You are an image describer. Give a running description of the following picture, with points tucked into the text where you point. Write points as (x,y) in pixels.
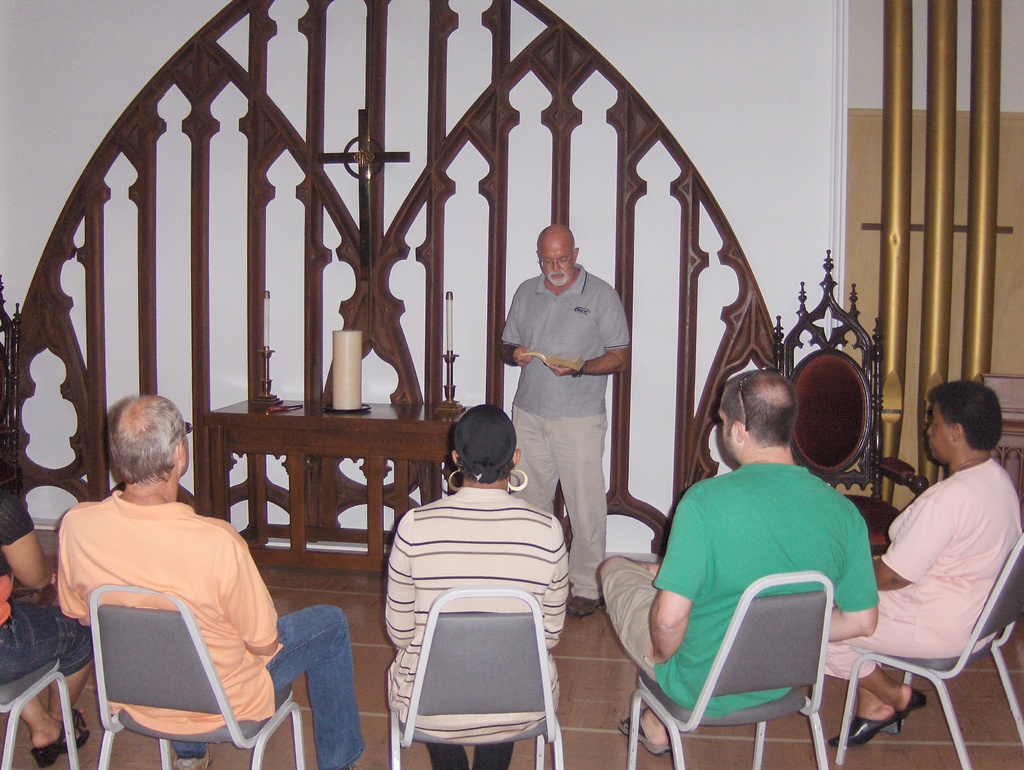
As we can see in the image there is a white color wall (805,194), few people (66,661) sitting on chairs (436,628) and there is a table (375,435). On table (252,435) there are candles (451,327).
